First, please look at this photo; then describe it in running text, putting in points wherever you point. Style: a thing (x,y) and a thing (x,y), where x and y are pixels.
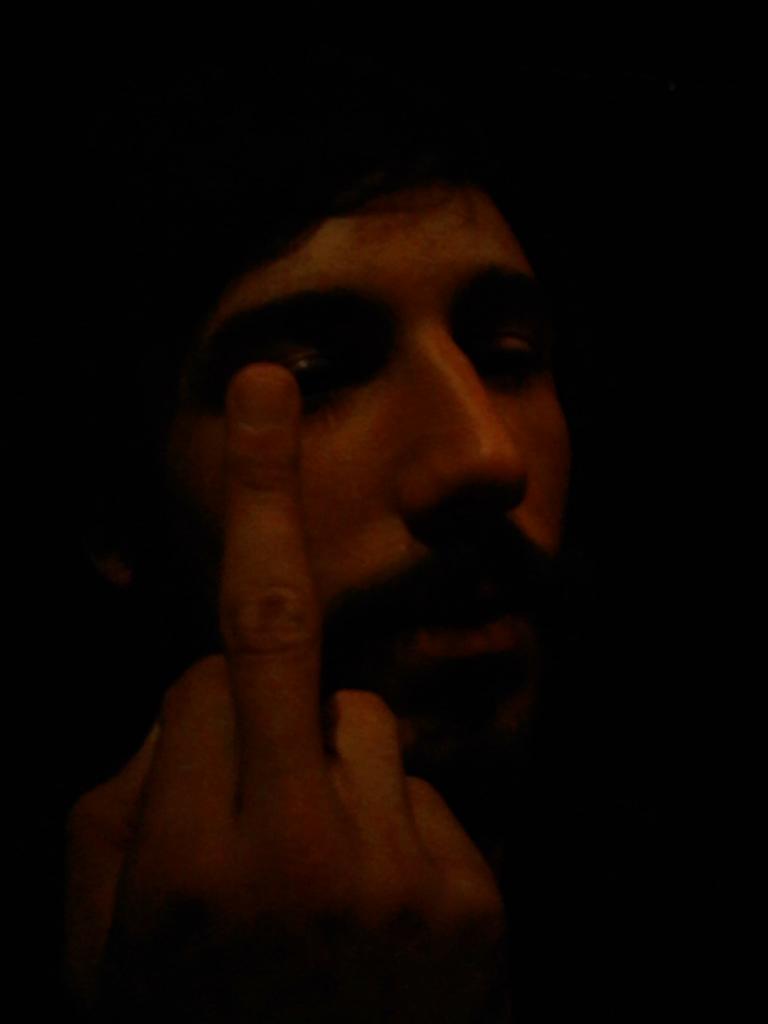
In this image, we can see a person (453,534) showing his finger (305,659). Background (744,775) there is a dark view.
